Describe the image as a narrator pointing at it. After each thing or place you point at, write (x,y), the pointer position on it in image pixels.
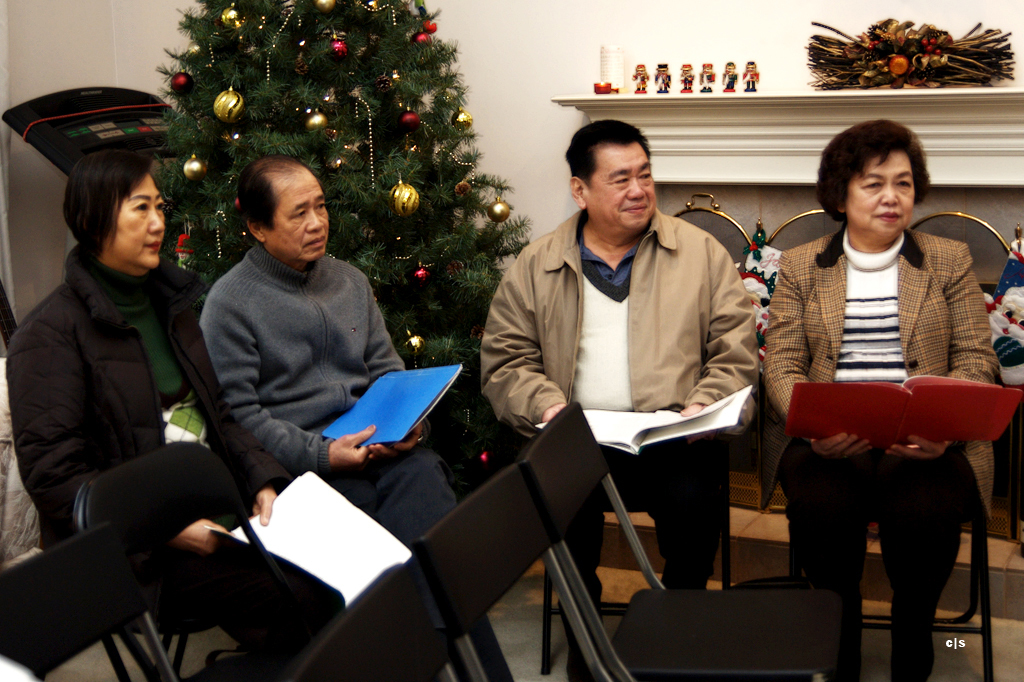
As we can see in the image there is a white color wall (495,111), Christmas tree (334,110), few people (340,365) sitting on chairs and holding files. Here there are toys (690,75).
